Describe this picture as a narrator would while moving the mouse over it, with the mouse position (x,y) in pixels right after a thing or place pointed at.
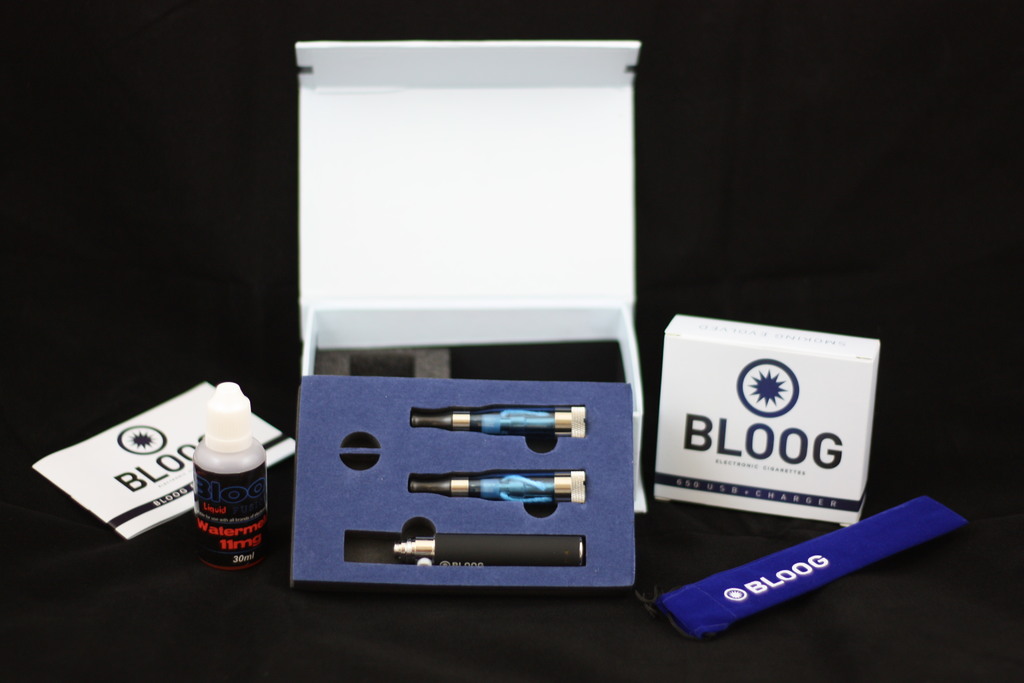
In this picture we can see a book (123,479), tube (205,449), boxes (376,406) and some objects (739,569) and in the background (879,85) it is dark.
